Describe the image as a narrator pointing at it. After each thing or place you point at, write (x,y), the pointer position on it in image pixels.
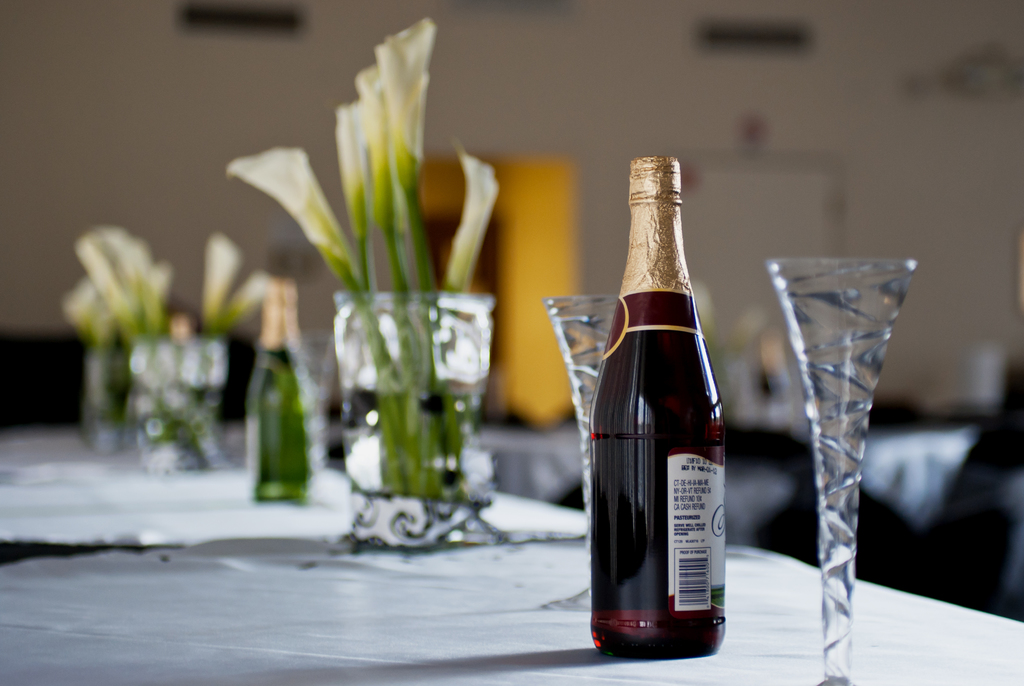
In this picture we can see bottles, glasses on the platform (529,631), here we can see plants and in the background (882,573) we can see a wall (673,12) and some objects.
